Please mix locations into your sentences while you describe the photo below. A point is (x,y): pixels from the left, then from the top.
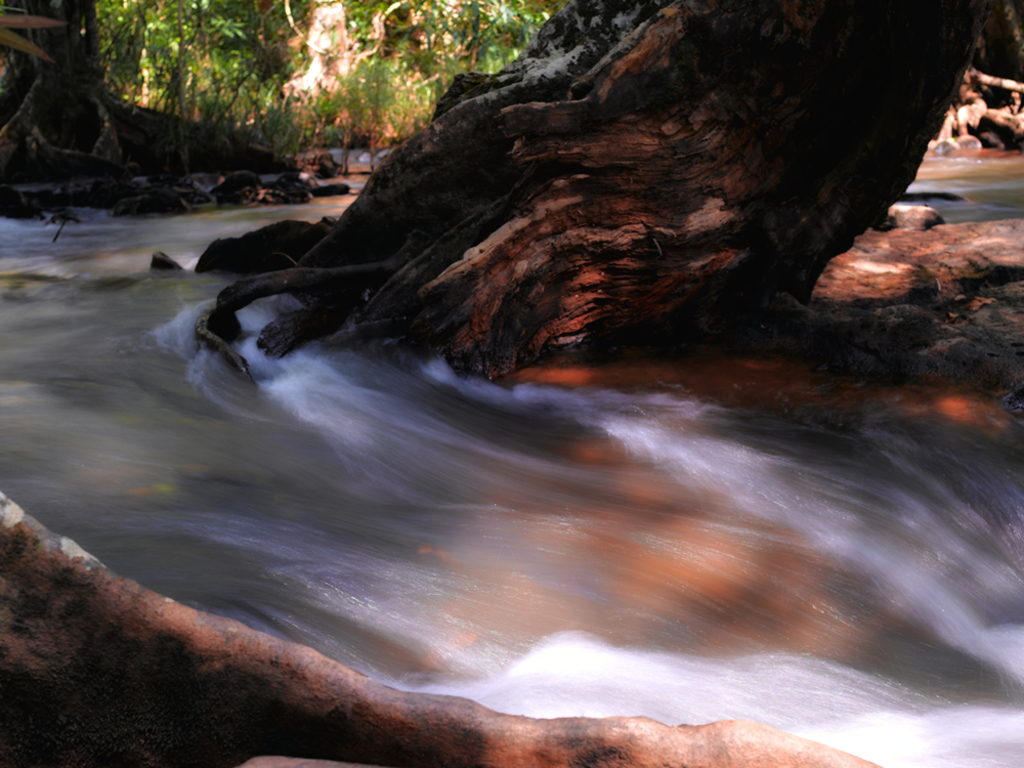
In this image I can see the water (456,552). In the background (298,21) I can see many trees (343,63).
